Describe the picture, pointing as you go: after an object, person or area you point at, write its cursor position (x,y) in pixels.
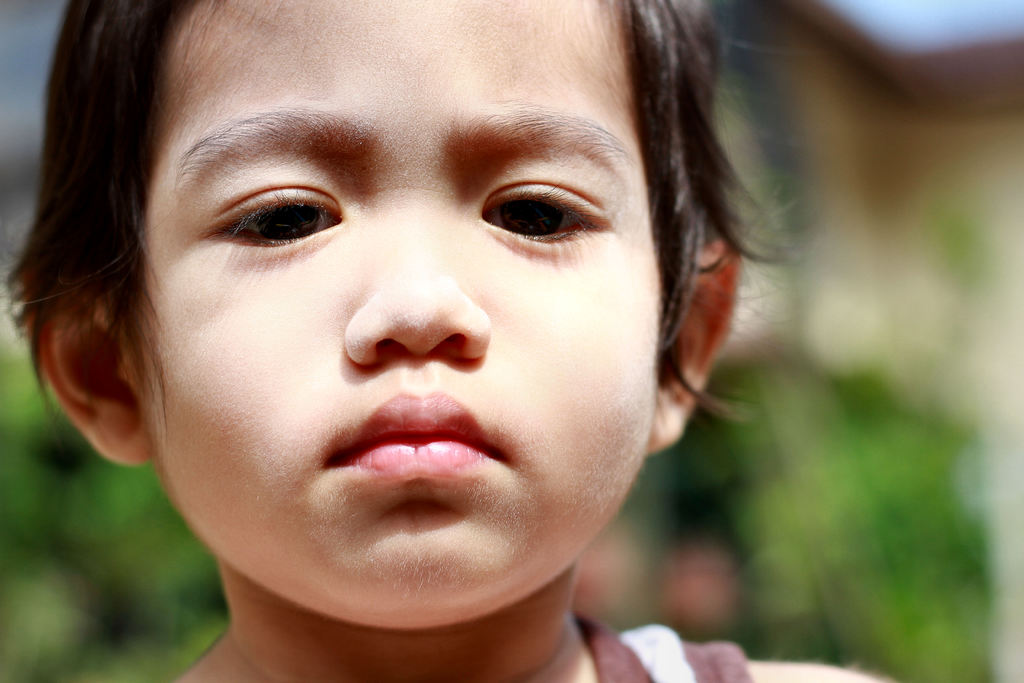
Here I can see a child (199,405) is looking at the picture. The background (878,578) is blurred.
